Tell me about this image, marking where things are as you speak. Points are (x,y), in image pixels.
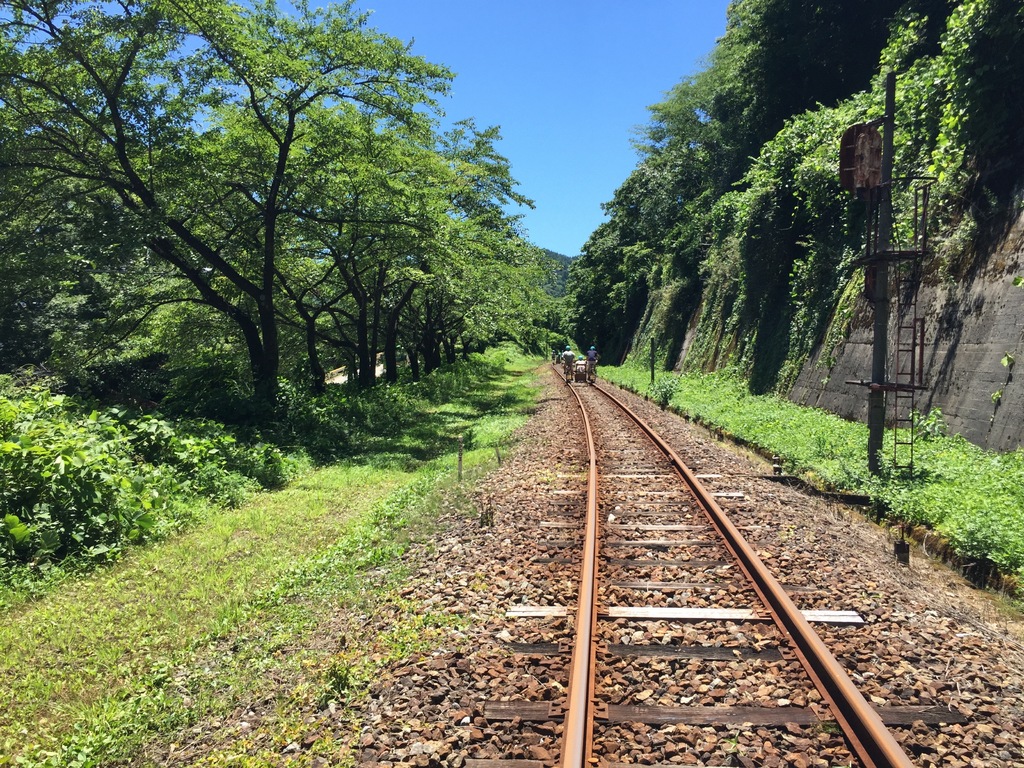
In this image we can see two persons (590,369) riding a cart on a railway track (607,460). In the background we can see pole (883,327), group of trees (811,165) and sky (540,148).
